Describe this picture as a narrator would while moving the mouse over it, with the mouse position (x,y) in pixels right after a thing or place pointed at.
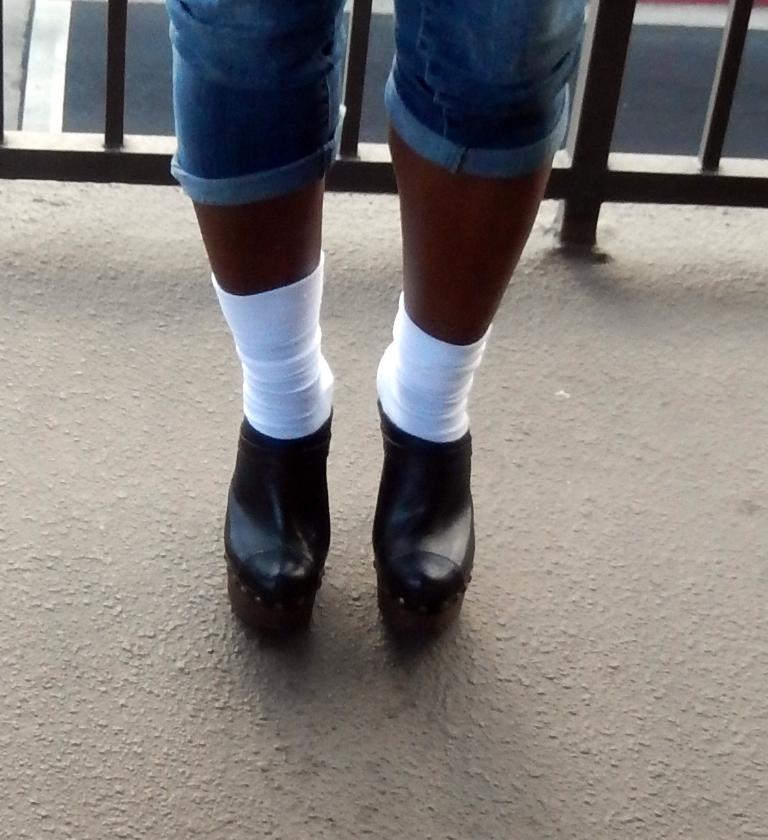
In this image we can see a person's leg (302,90) with shoes (301,475) placed on the ground (610,598). In the background (728,136), we can see a metal railing (631,199).
